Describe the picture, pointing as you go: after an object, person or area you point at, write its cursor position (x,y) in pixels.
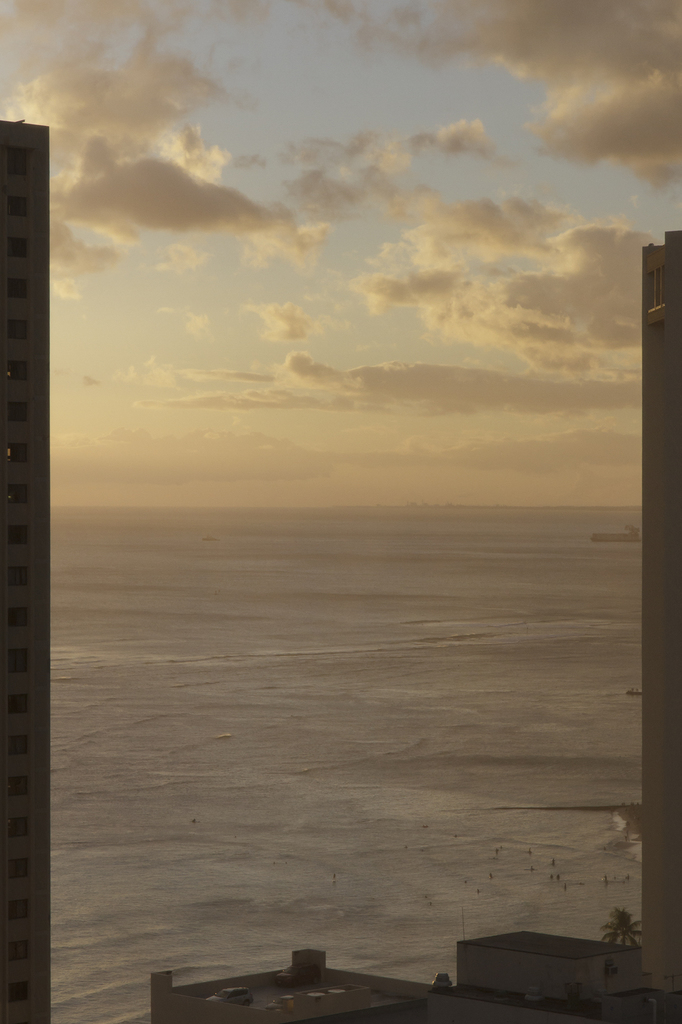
In this picture we can see few buildings (664,936), trees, water (438,757) and clouds (391,298).
